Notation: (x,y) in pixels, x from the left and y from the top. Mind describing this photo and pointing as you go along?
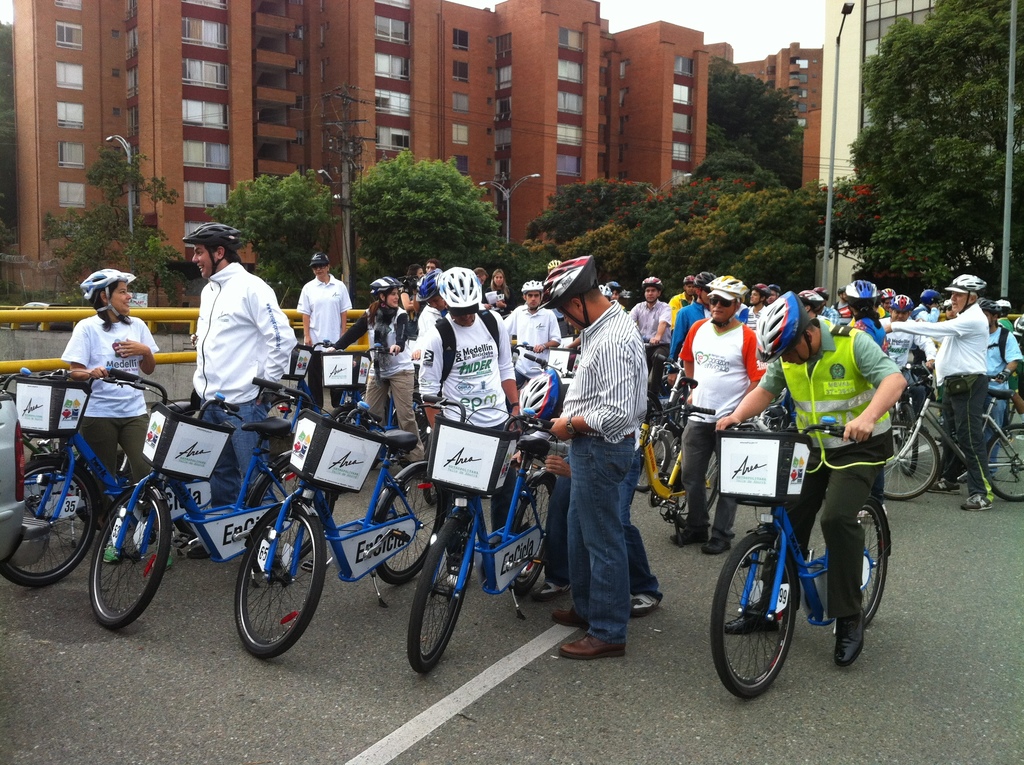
At the top (717,20) we can see a sky (730,33). Here we can see huge buildings (785,66), trees (631,229), lights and a current pole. Here on the road (499,631) we can see all the persons (982,348) standing with bicycles (796,546). Most of them wore helmets (1022,322).
